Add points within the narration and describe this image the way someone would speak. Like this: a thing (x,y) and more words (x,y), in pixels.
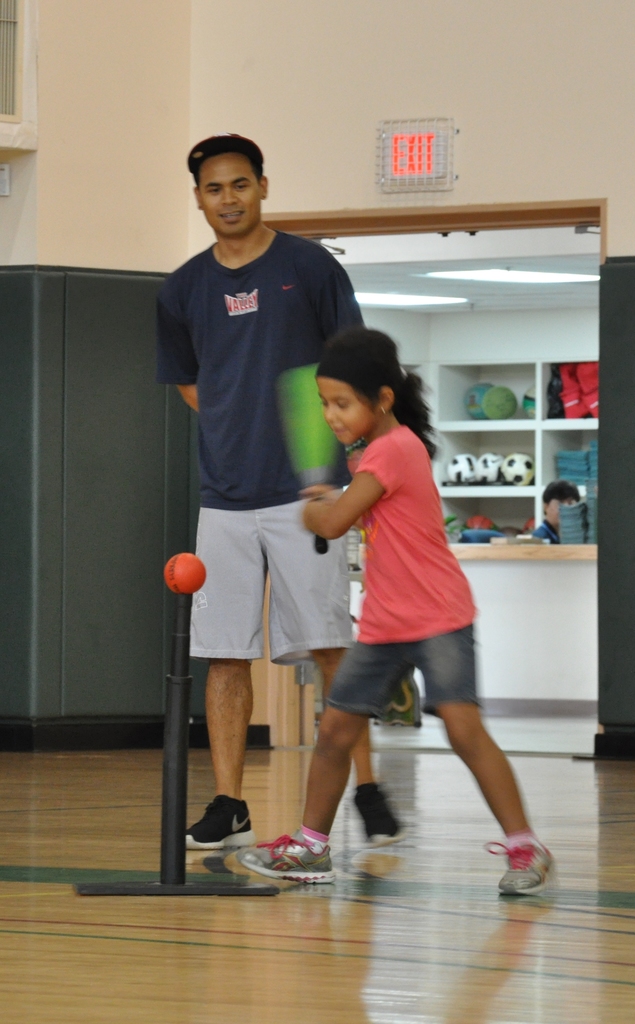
Here we can see a man (232,752) and a girl (384,361). She is holding a bat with her hand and in a position to hit a ball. This is floor (159,869). In the background (93,202) we can see a cupboard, wall (119,67), balls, clothes (594,365), and lights (548,275).
